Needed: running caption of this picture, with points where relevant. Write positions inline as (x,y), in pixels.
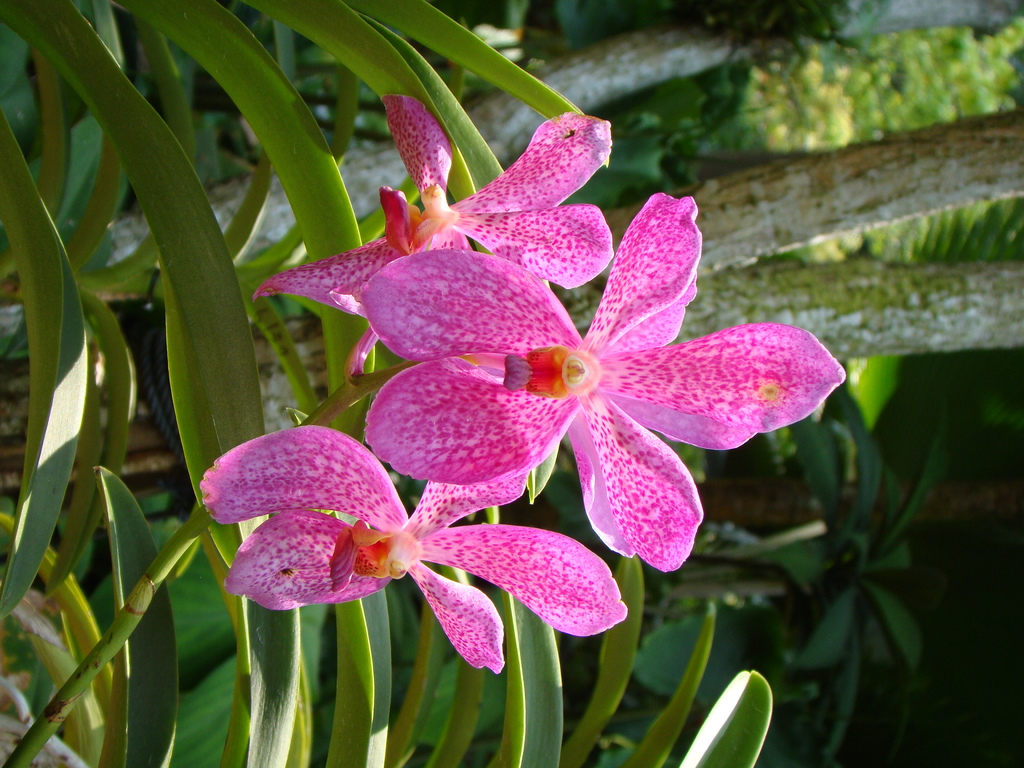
In this image there is a stem (105,633) having flowers (577,372). Behind there are plants (158,231) having leaves (439,39).
